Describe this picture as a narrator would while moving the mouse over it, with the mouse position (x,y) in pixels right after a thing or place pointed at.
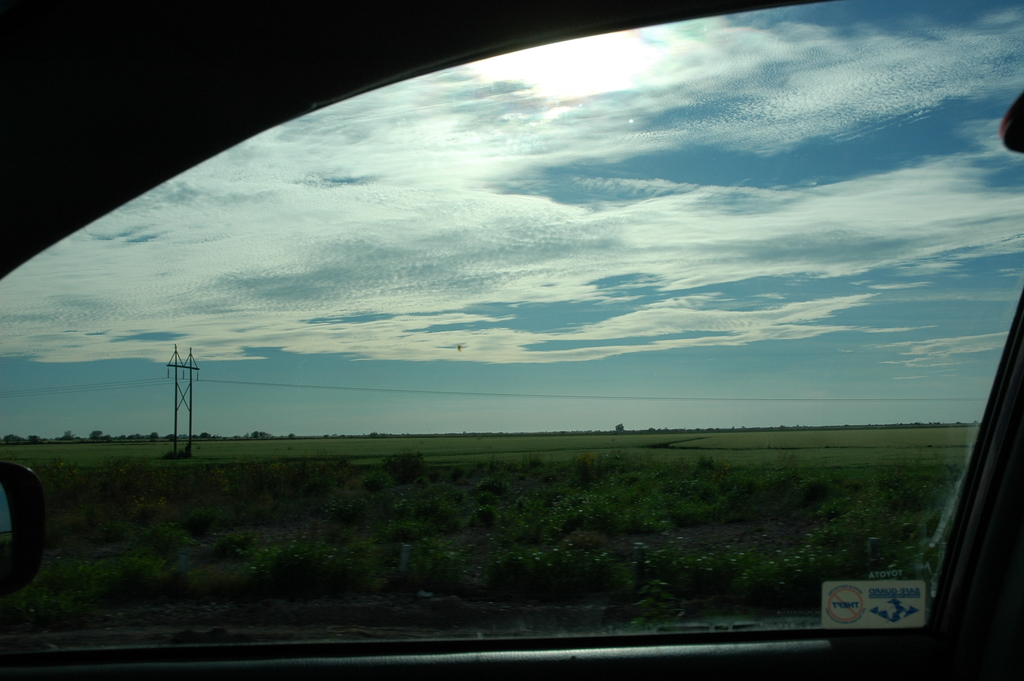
In this image there is a vehicle (989,426) on the road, few trees (260,438), plants (417,467), agricultural field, few poles (171,366) and electric cables (592,399), some clouds (278,200) in the sky (532,403).
